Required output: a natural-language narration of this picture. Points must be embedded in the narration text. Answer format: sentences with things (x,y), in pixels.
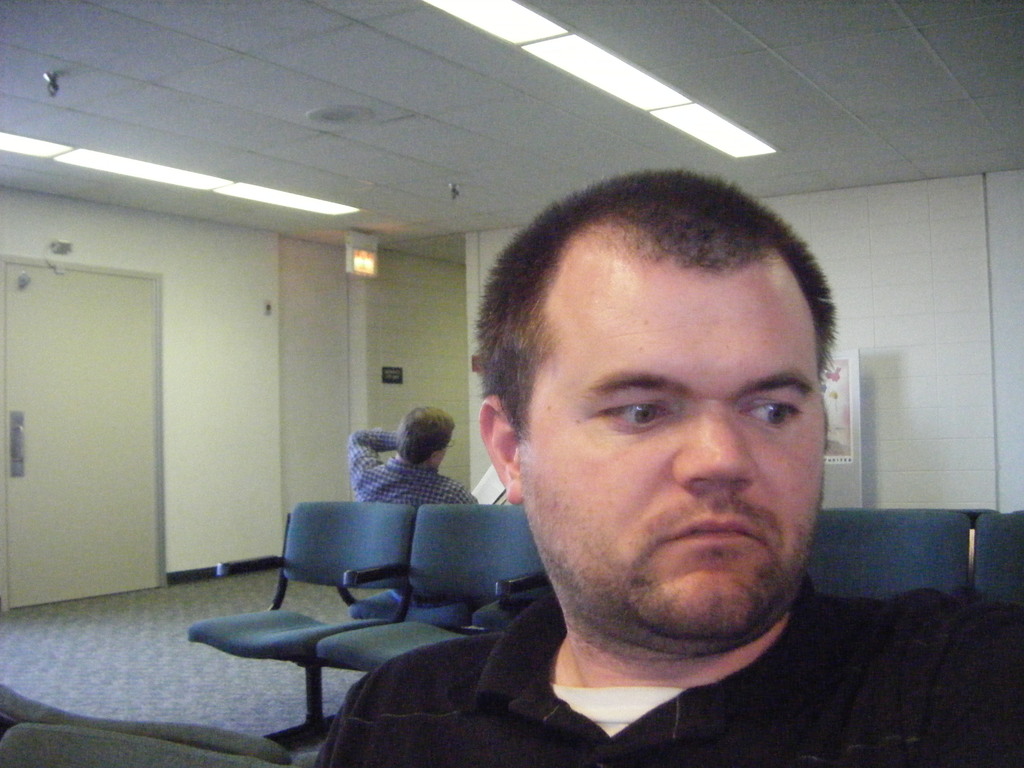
As we can see in the image there are two persons (667,508) sitting on chairs (966,570). There is door (109,383) and white color wall (901,356).
